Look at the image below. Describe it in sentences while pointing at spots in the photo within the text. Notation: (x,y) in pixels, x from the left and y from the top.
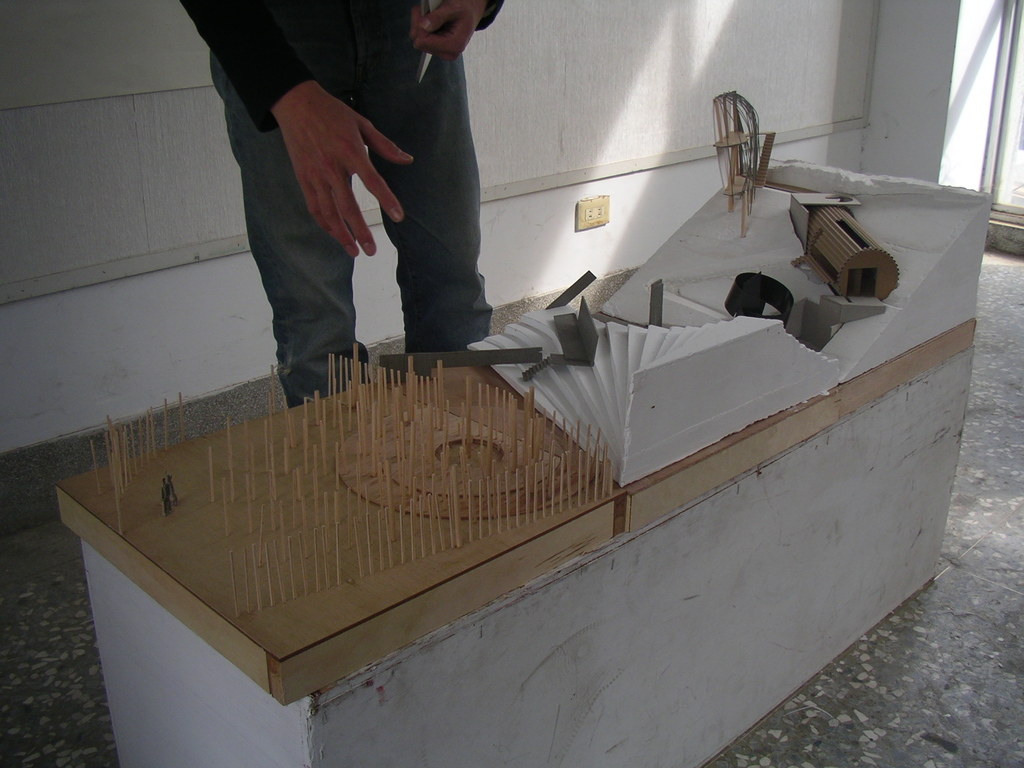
There is a person (342,108) in standing. In front of him, there is a model (672,483) on the table (750,610). In the background (590,226), there is a plug board (589,211) on the wall (615,67) which is in white color.
